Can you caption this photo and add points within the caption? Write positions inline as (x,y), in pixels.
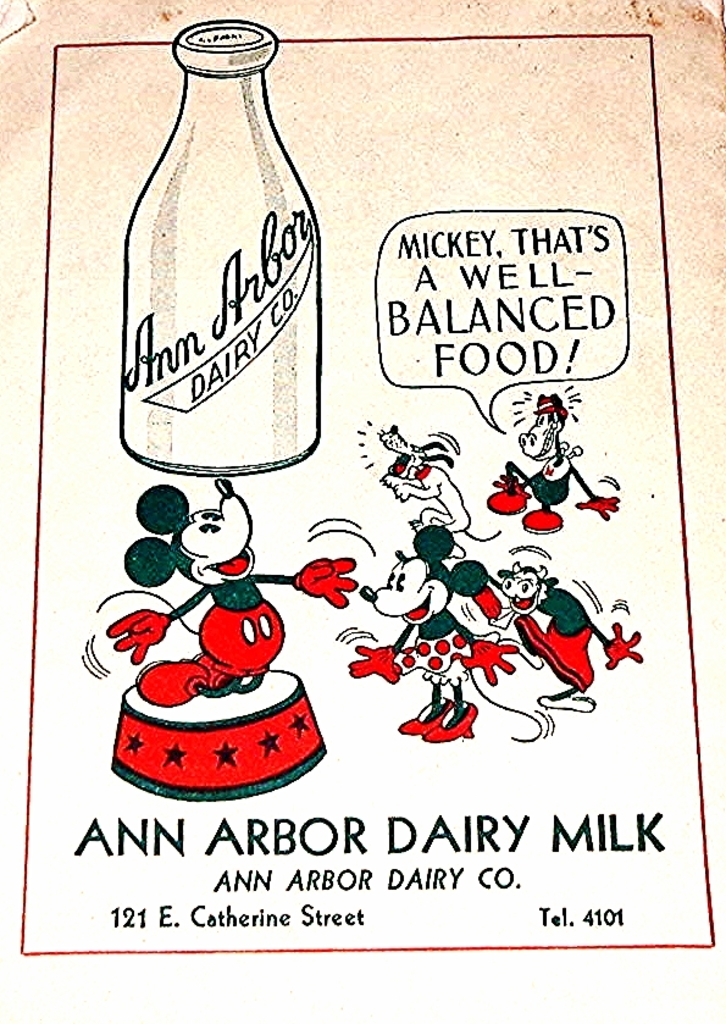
This is a paper (310,491). In this picture we can see some cartoon images (319,561), bottle (279,319) and some text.
